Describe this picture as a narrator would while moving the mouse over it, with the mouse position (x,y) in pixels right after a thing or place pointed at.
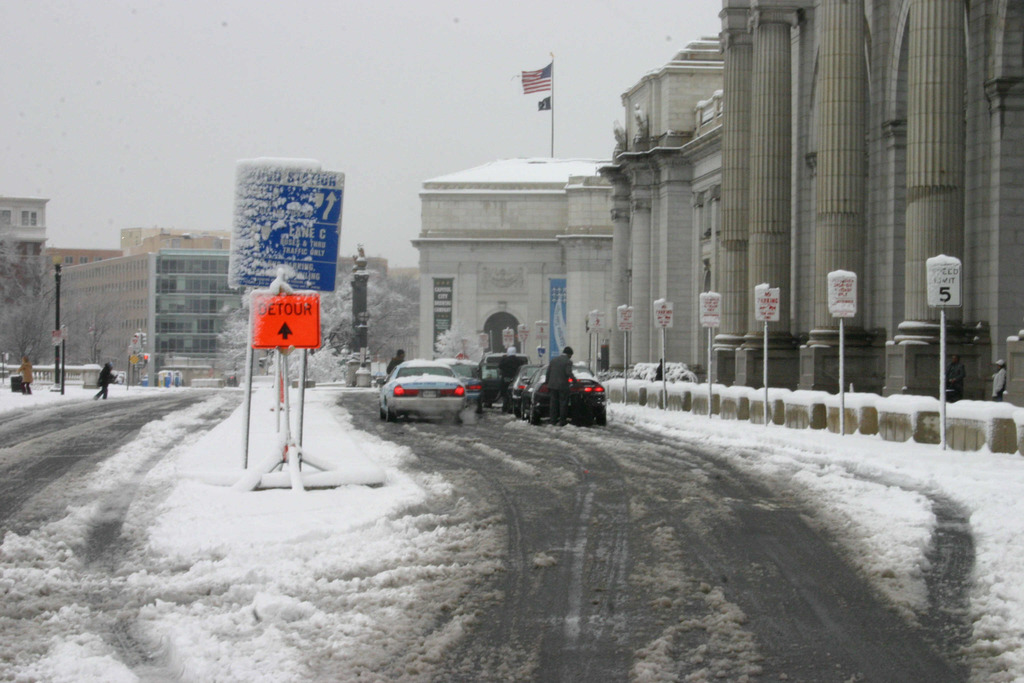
In this image, we can see some buildings (565,239). There are cars (584,417) on the road (526,490). There are pillars (935,108) in the top right of the image (926,104). There are poles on the right side of the image (945,392). There are boards (308,255) in the middle of the image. There is a sky (448,97) at the top of the image (429,47).
